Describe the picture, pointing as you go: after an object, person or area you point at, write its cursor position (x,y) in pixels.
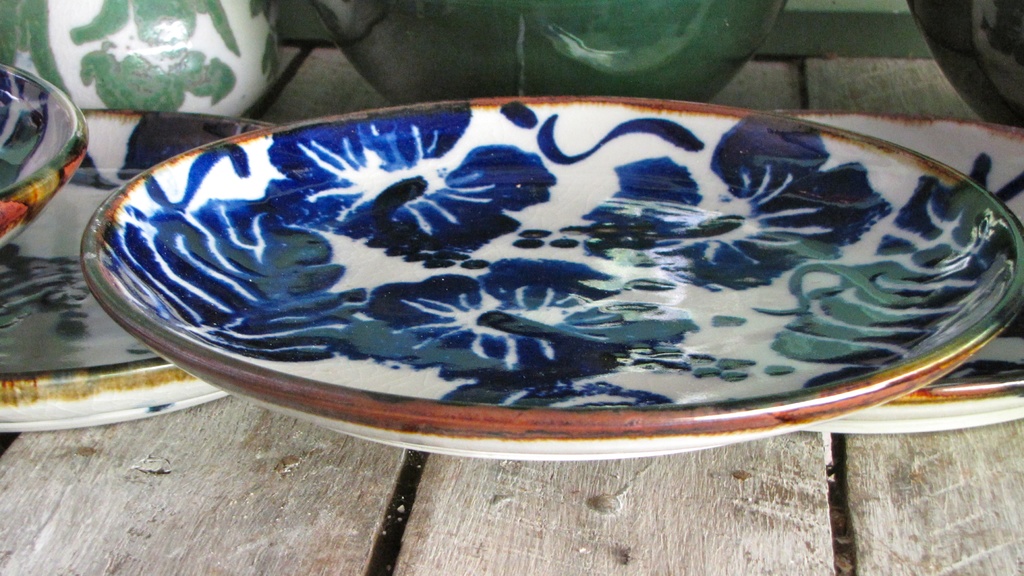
In this image I can see few plates (328,158) and I can also see designs (609,137) on these plates (640,210).
